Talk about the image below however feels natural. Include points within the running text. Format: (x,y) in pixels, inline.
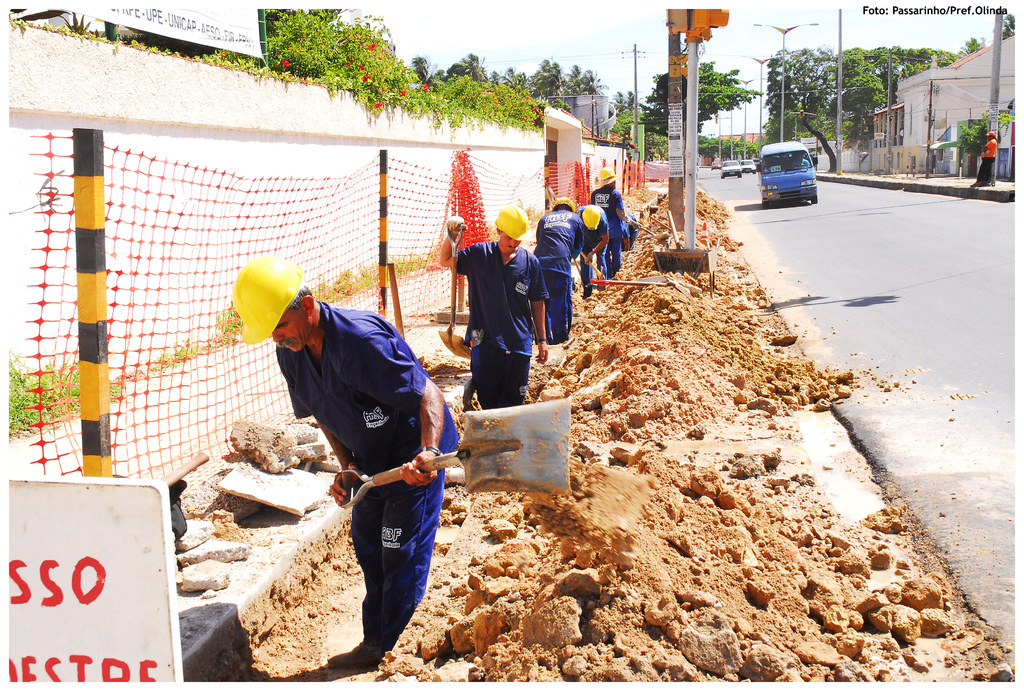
In this picture there are people (343,475) wore helmets (253,311) and holding tools (490,413) and we can see stones (290,454) and board (42,606). We can see net (432,210), poles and vehicles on the road (974,306). On the right side of the image (991,149) there is a person (989,165) standing and we can see poles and house (880,149). On the left side of the image (211,128) we can see wall (561,135), plants (333,44), flowers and board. In the background of the image (633,78) we can see trees (709,96) and sky (751,46). In the top right side of the image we can see text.
